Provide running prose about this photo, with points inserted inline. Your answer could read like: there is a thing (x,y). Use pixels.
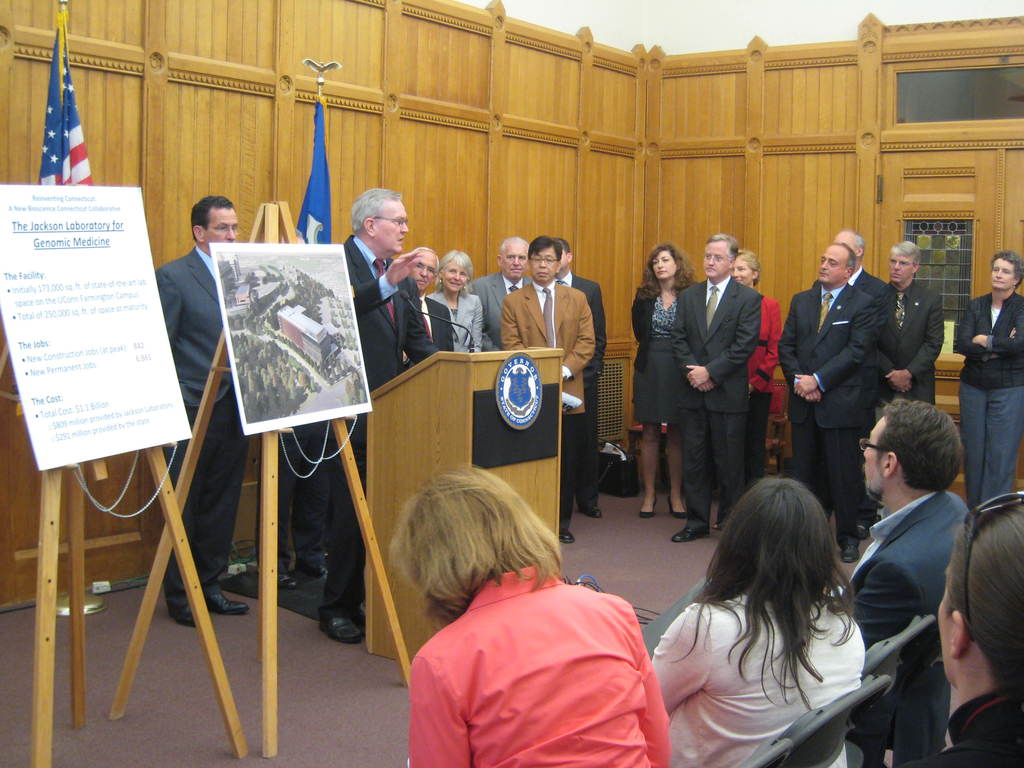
In this picture, we see few people (687,340) standing and few are seated on the chair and we see a man (389,294) standing at a podium (443,387) and speaking with the help of a microphone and we see couple of posters (348,393) to the stands (274,438) and couple of flags (56,133) on the back (52,148).
